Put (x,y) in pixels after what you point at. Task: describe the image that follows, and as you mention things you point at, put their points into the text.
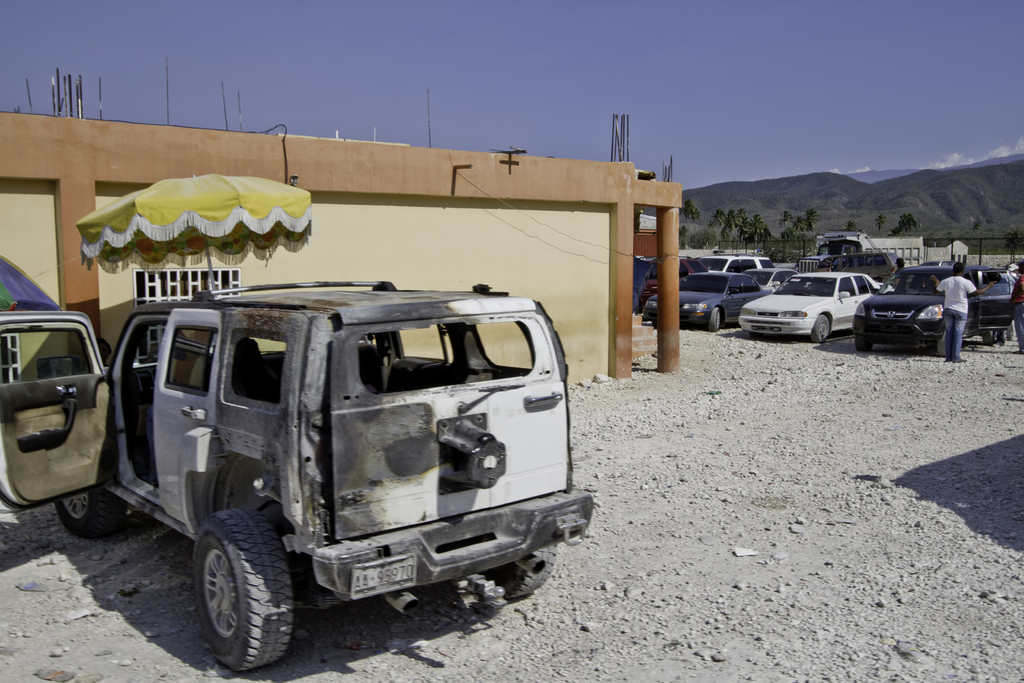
In this image we can see a jeep (499,477), building (326,278) with some rods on the top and an umbrella (190,208). On the right side (717,302) we can see some cars (740,290) parked aside and some people (1011,270) standing. On the backside (927,227) we can see a fence (980,255), trees (809,235), mountains (855,227) and the sky (737,149) which looks clear.
